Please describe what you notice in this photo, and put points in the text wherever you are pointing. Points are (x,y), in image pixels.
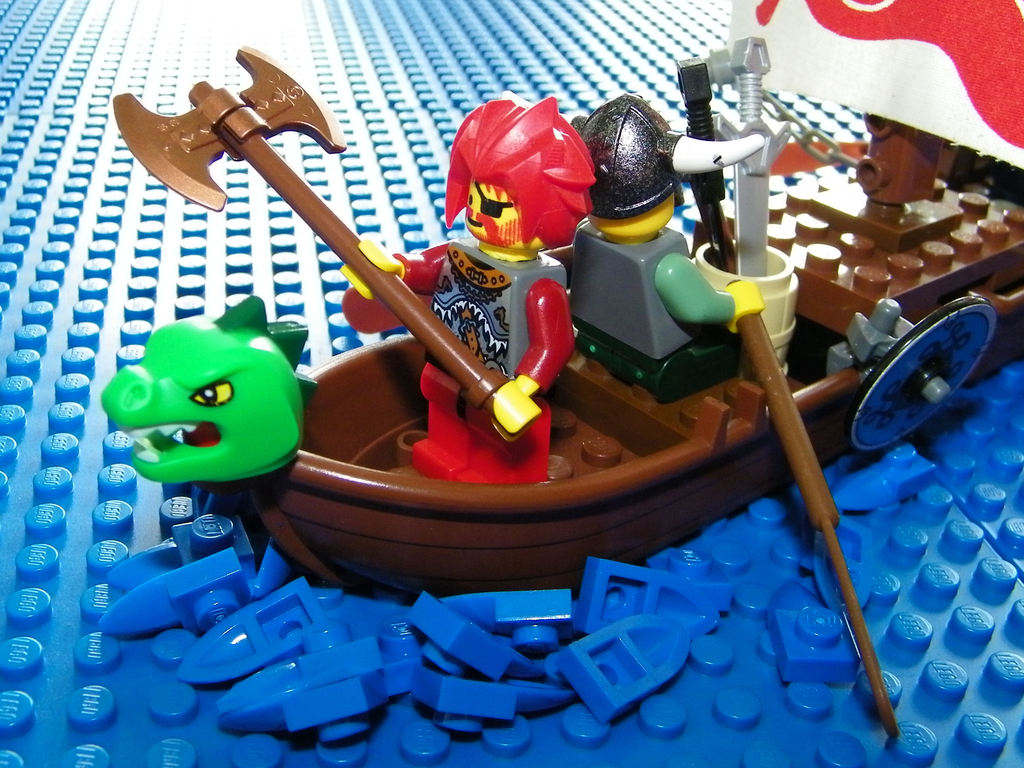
In the picture there are toys (566,450) present, there is a boat (435,481) and there are two men (632,318) present.
